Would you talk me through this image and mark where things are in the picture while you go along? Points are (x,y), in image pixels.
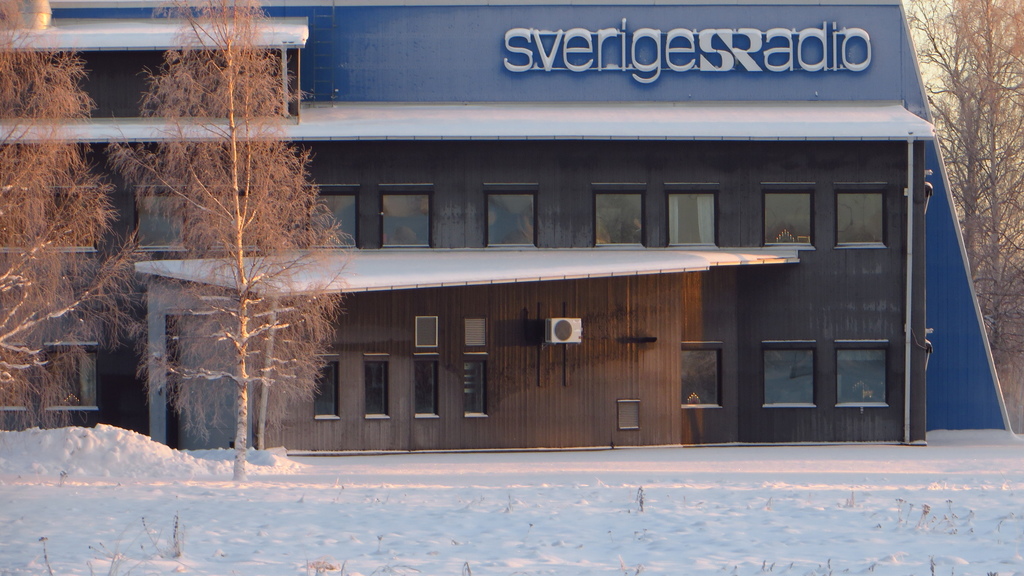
In this image we can see a building (799,353) with windows (717,237), roof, air conditioner (575,319), sign board (846,66) with some text (835,53). In the background (1008,343), we can see a group of trees (5,217) and the sky (923,43).
